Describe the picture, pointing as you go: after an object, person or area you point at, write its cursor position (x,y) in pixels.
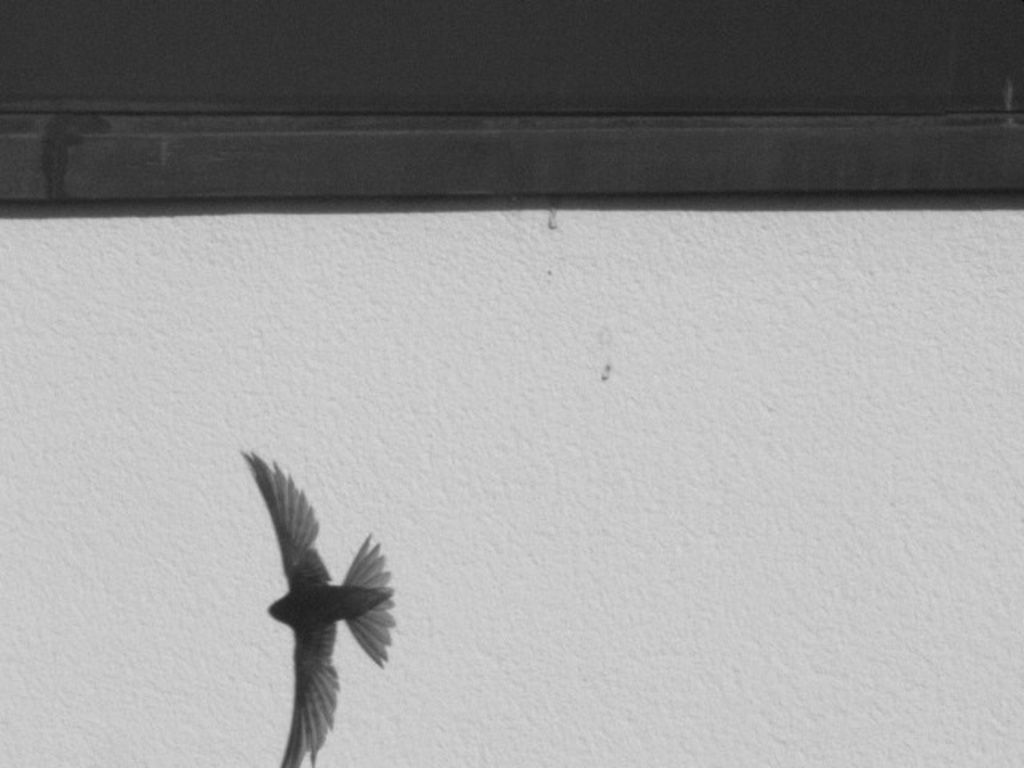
At the bottom of the image (288,604) there is a bird (288,604) flying. Here I can see a wall (466,392). At the top of the image (369,101) there is a wooden plank (261,101).
